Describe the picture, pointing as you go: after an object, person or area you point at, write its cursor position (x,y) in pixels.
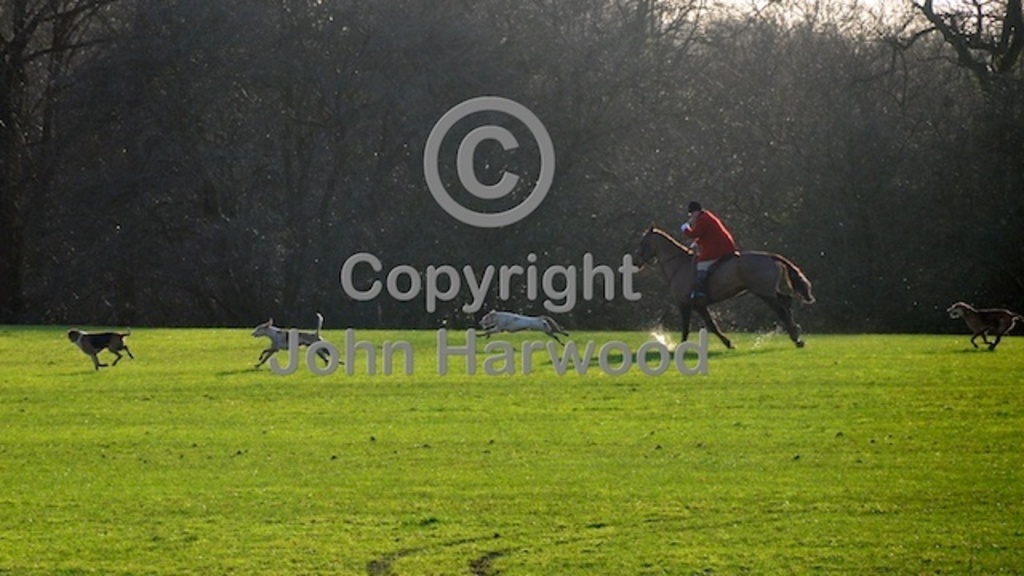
In the middle of this image (642,353), there is a watermark (485,214). In the background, there is a person (712,223) riding a horse (754,273), there are dogs (506,319) running on the grass (239,365) on the ground (744,371), there are trees (769,95) and there is sky (763,7).
